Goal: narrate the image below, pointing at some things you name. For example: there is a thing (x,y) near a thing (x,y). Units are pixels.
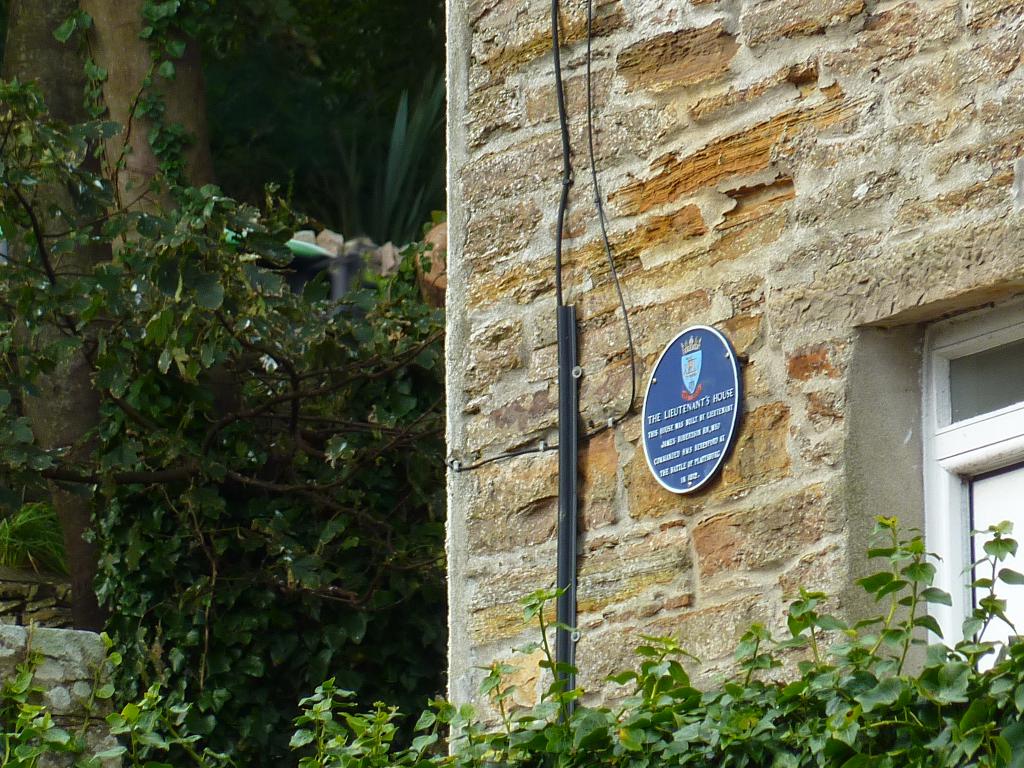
In this image I can see a building (525,471) and some objects (559,342) attached to the wall (587,442) of a building (685,540). On the left side (219,357) I can see a tree (236,399) and plants (218,741).
